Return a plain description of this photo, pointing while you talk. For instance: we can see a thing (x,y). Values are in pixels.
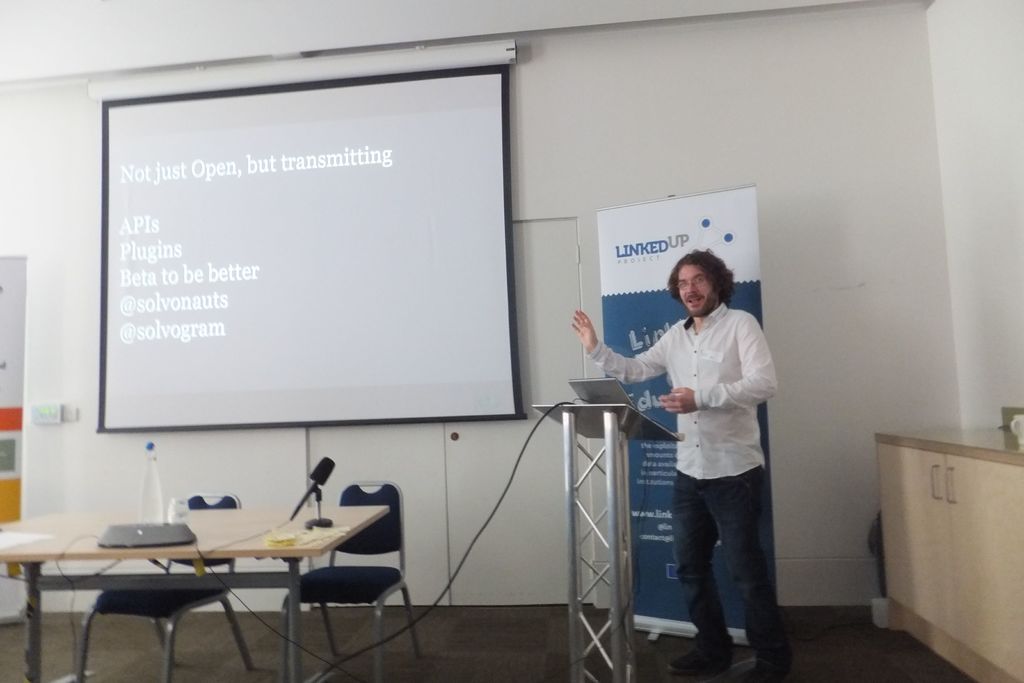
This image is clicked in a room (463,242). There is a screen (294,232) and table (251,519) with chairs (335,595) in this image. There is a podium (603,456) and a person (718,379) standing near podium (621,425). He is wearing white color shirt (736,387). There is a banner (649,399) behind him. There are cupboards (892,532) on the right side (892,544) bottom corner. On the table (299,525) there is a water bottle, mic (319,484), laptop (126,544).
